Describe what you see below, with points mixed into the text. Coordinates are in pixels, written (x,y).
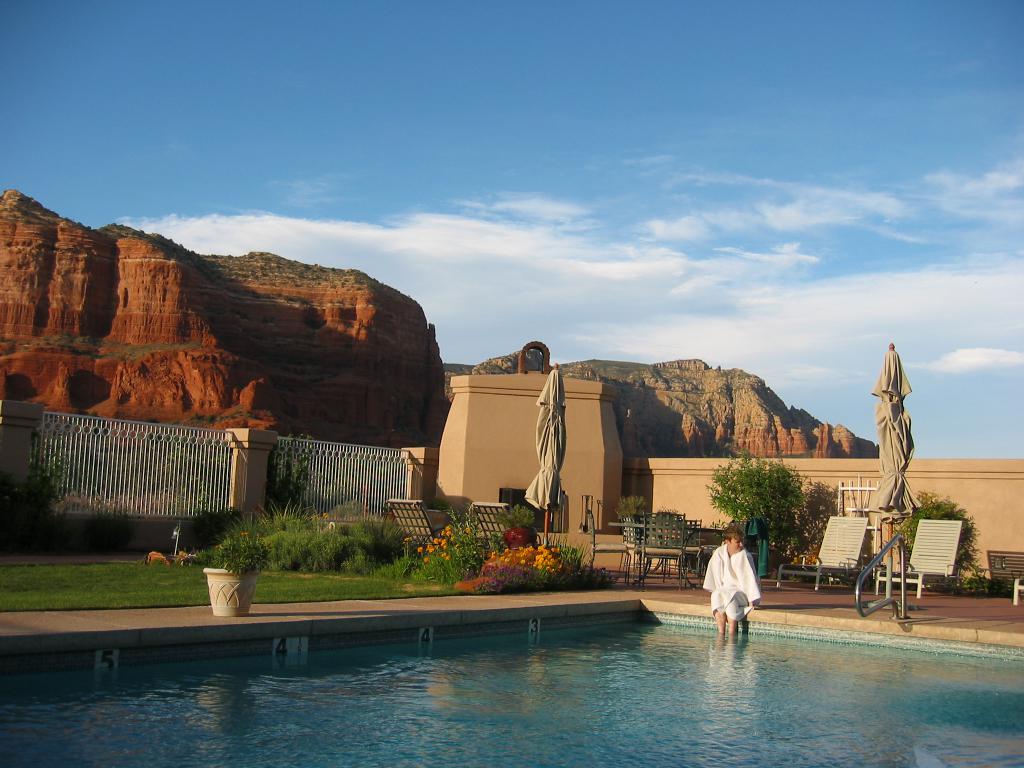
In this picture we can see a person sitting outside a swimming pool (656,616) with his legs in the water (740,674). In the background (928,515), we can see many plants (376,549), flowers (503,566) and hills (325,284).
